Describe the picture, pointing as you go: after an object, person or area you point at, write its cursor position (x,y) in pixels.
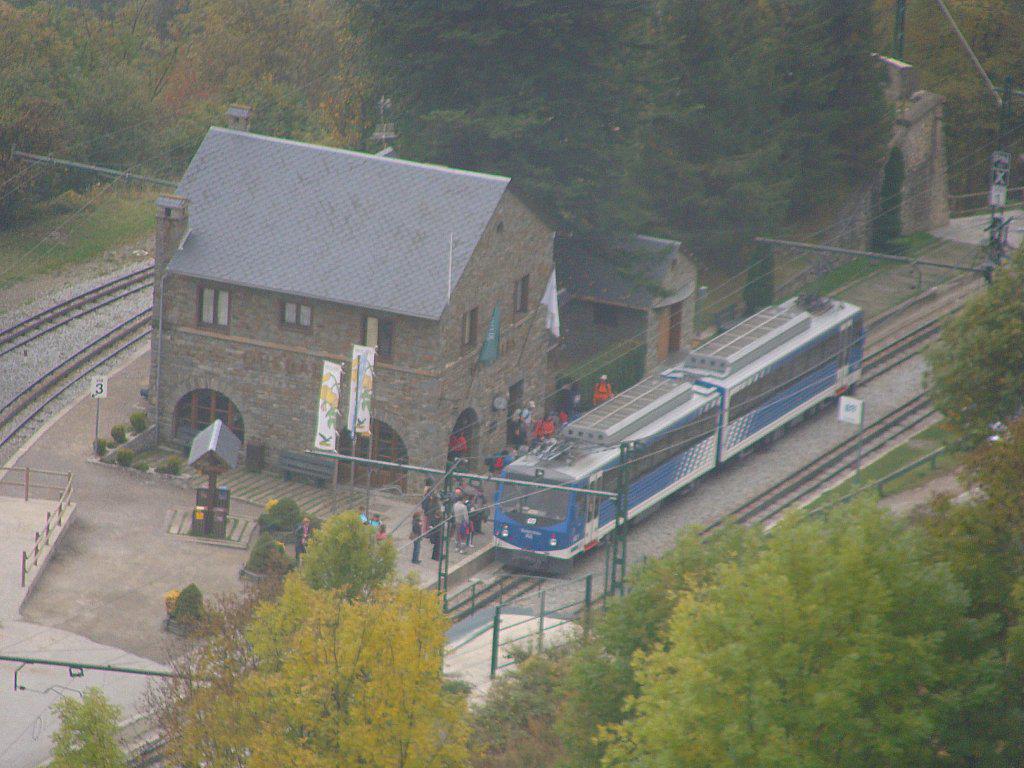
This is an aerial view of an image where we can see trees (904,527), a train (762,441) moving on the railway track (797,429), people (432,531) standing on the road (483,536), I can see boards (204,531), poles (992,87), houses (283,255), wires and a few more railway tracks (101,359).
